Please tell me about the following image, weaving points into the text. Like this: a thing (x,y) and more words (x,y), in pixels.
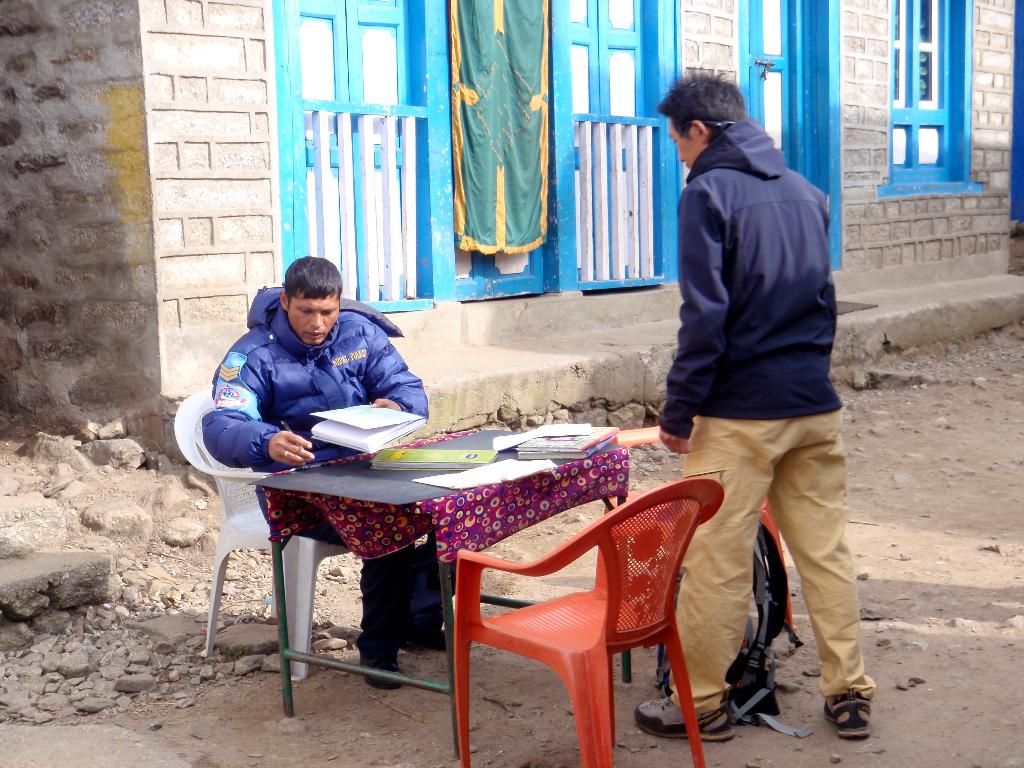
The person (334,394) wearing blue jacket (317,387) is sitting in a chair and there is a table (399,446) in front of him which has some books (526,448) on it and there is also another person (710,344) standing in front of him.
